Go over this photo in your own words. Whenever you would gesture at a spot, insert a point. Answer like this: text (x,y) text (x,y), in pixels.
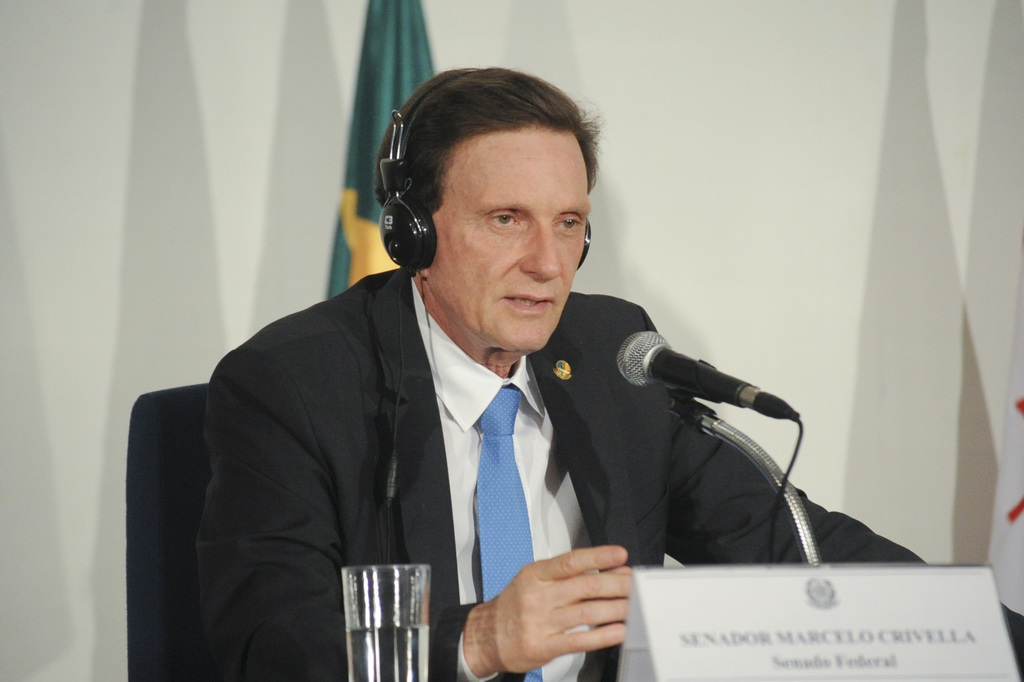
In the picture I can see a man (435,448) is sitting on a chair (190,401) and wearing headphones (387,183) over the head (443,192). Here I can see a microphone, a glass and a board (848,650) on which there is something written on it. In the background (296,216) I can see a flag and a white color wall (297,229).
